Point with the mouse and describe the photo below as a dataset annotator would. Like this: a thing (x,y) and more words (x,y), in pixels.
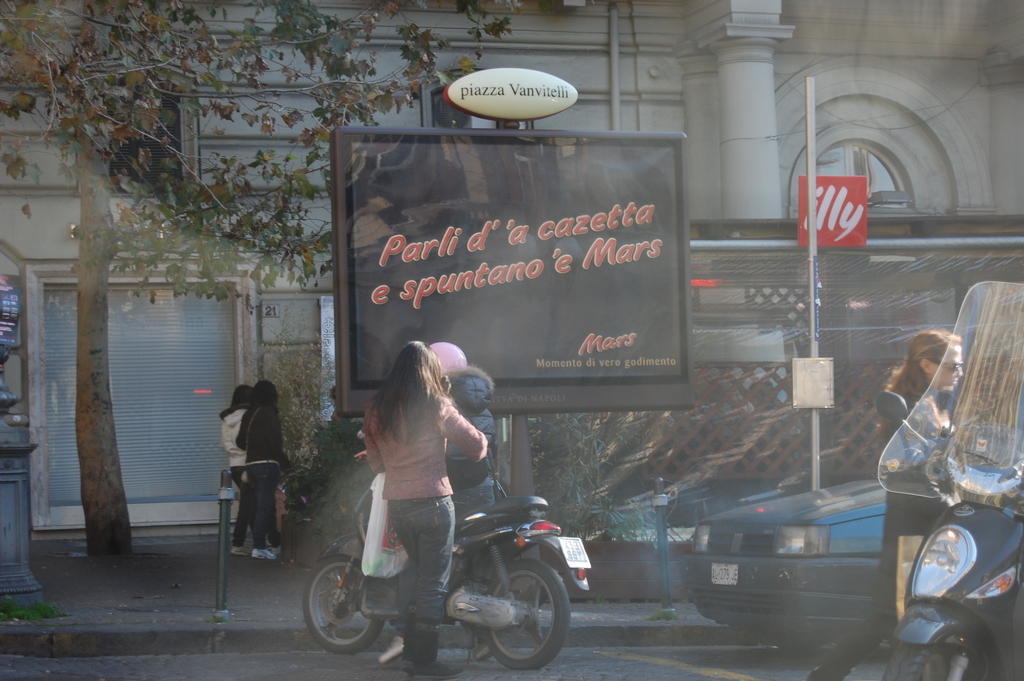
In this image, at the middle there is a person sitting on the bike (499,540), there is a woman (428,512) she is standing and holding a white color carry bag (382,548), at the right side (937,616) there is a black color bike (955,578) and there is a car (810,552), there is a woman (890,523), she is walking, there is a pole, at the middle (674,392) there is a black color display (626,388), there are two persons (248,483) standing on the path (160,566), there is a tree (90,362) at the left side (334,34).
